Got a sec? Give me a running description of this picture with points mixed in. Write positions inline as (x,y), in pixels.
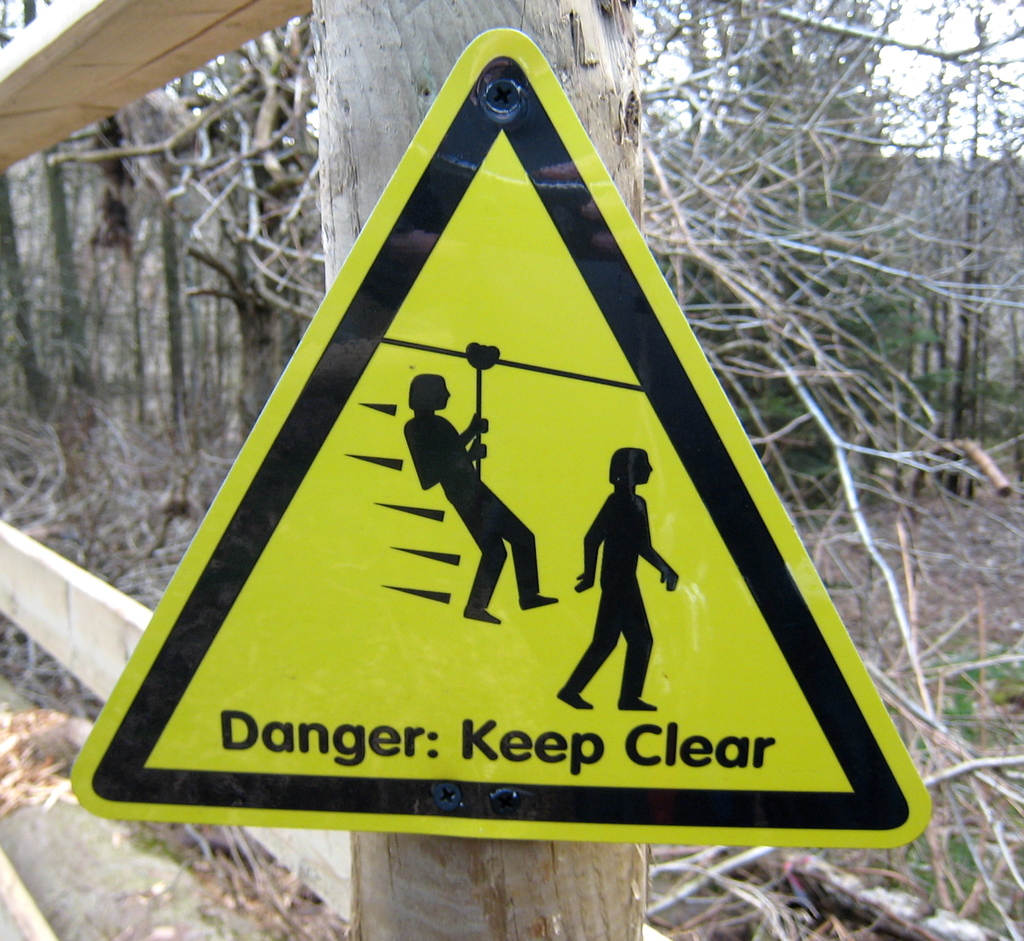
In this picture we can see a signboard (151,767) on a wooden pole (472,12) and in the background (185,136) we can see trees (929,135).
